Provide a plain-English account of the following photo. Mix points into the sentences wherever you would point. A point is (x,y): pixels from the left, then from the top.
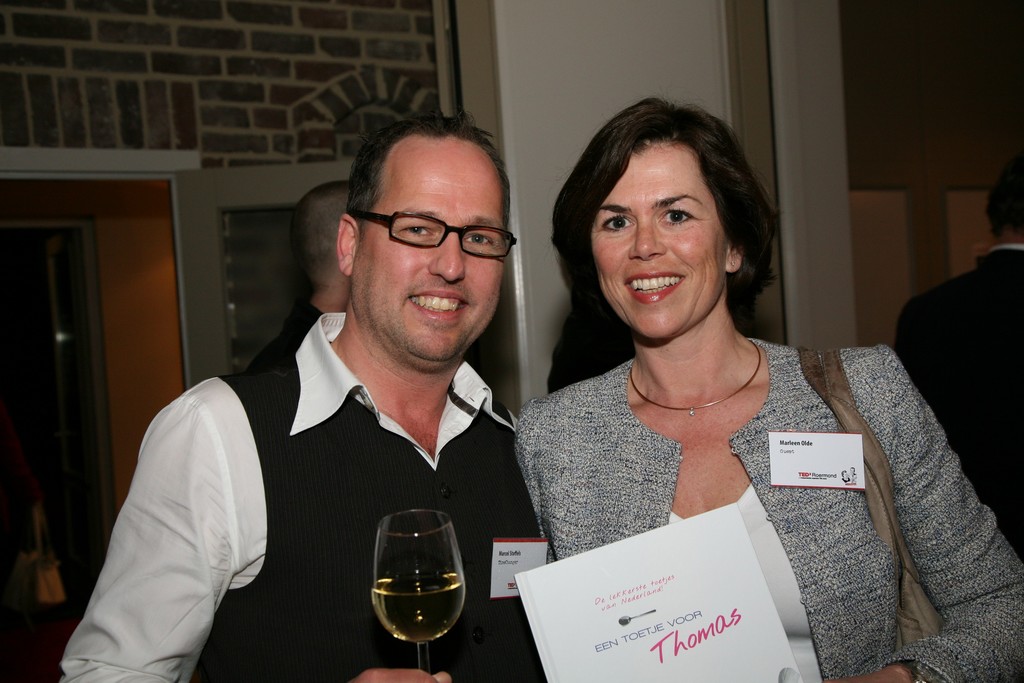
In this picture there is a couple (728,293) standing in the front (379,576), holding the wine glass (431,624) and giving a pose to the camera. Behind there is a arch wall (364,31) and door (188,282).
